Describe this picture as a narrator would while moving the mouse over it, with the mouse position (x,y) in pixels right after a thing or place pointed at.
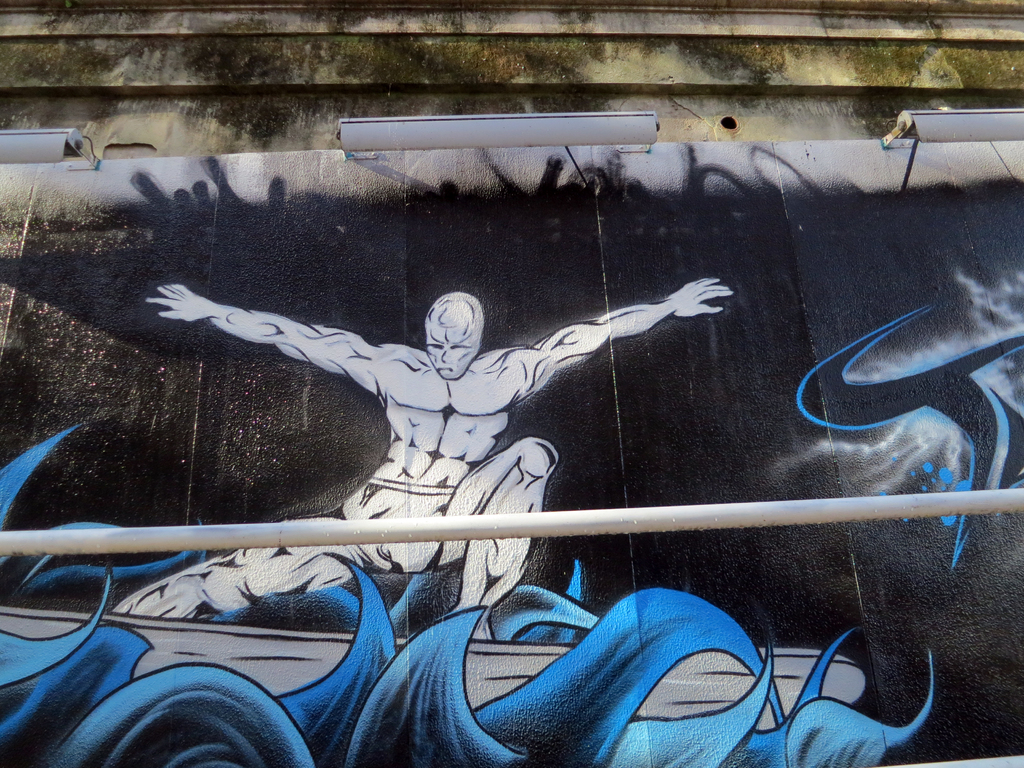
In this image we can see there is a street art (627,481) on the wall (641,196), there are few tube lights (380,140) are hanging on the wall (912,531). In the foreground of the image (36,536) there is a rod (428,527).
